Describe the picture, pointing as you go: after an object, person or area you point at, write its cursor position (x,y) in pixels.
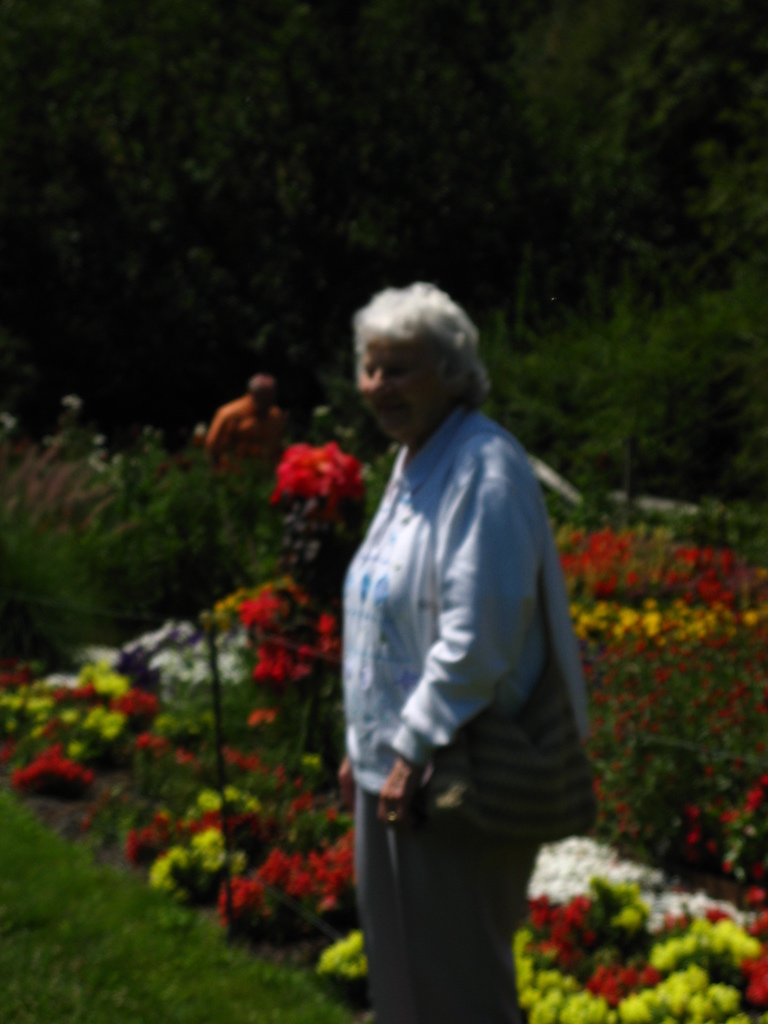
In this image in the front (403,698) there is a person (406,756) standing and smiling. In the background (615,615) there are flowers (321,627). There is a person (274,404) standing and there are trees (285,401) and there's grass (121,885) on the ground (101,913) which is in the front (131,910).
